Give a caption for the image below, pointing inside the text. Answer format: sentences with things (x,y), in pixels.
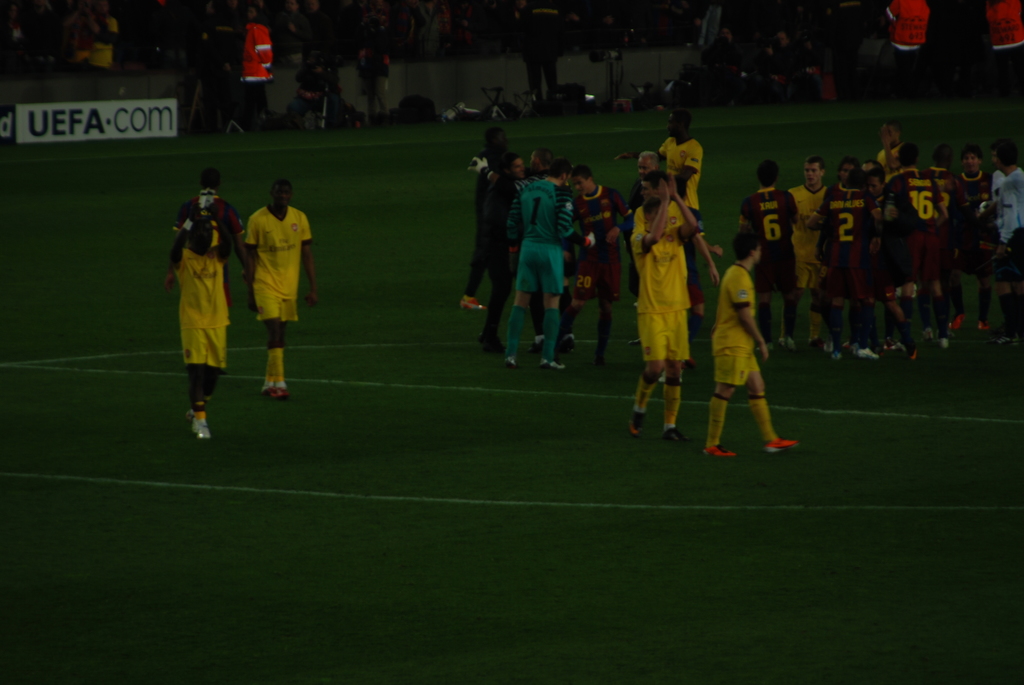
In this image in the center (663,278) there are some people (552,285) who are wearing jersey (653,255), and at the bottom (314,474) there is ground (349,471). And in the background (102,64) there are group of people (379,37) and some boards (129,123) and some other objects (347,113), and there might be a wall (352,97).
